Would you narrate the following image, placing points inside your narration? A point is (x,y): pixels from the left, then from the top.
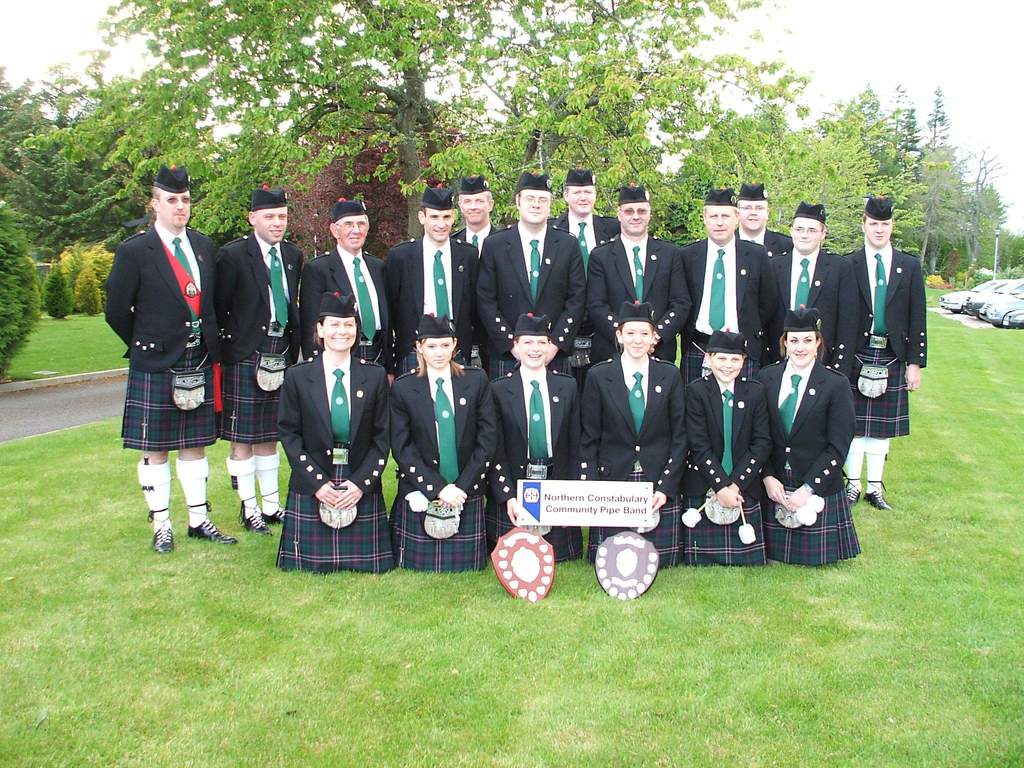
In the picture we can see few men (181,407) and women (799,426), men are standing and women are sitting on the knees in front of them they all are wearing a uniforms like blazers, ties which are green in color and two women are holding some board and two shields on the grass surface (367,596) and in the background (79,420) we can see a path (77,403) with grass surface (69,373), plants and trees (408,154) on it and we can also see a sky (873,48).
